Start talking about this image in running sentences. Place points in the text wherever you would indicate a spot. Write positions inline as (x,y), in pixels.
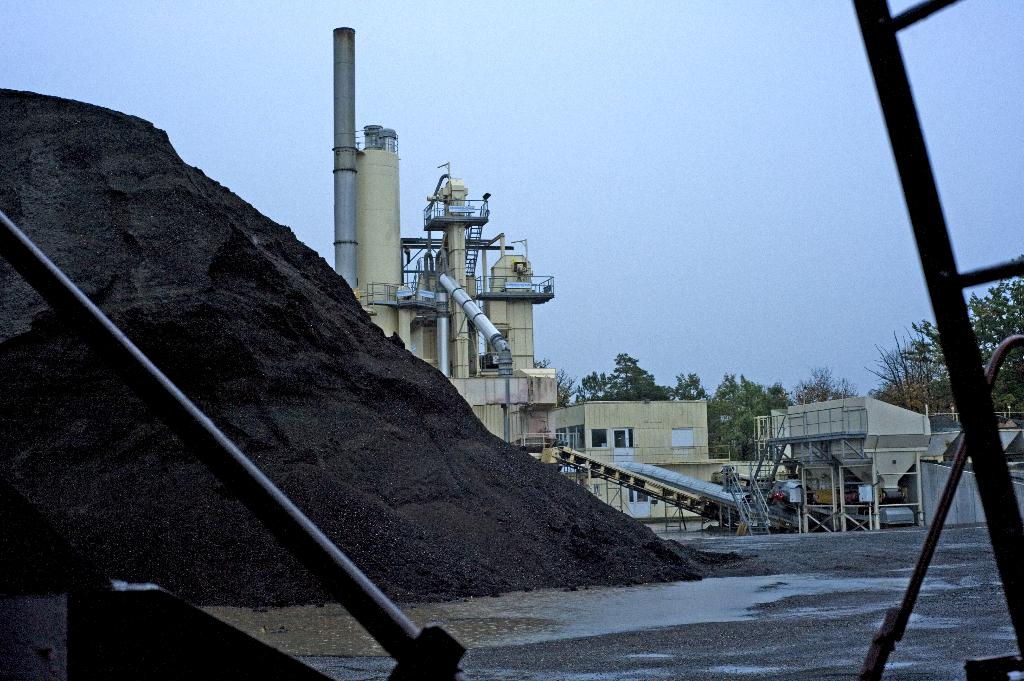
In this image I can see few buildings (844,497), road (778,641), water (527,635) and in background (912,350) I can see trees (922,363) and the sky (403,137). I can also see black colour thing (248,354) over here.
